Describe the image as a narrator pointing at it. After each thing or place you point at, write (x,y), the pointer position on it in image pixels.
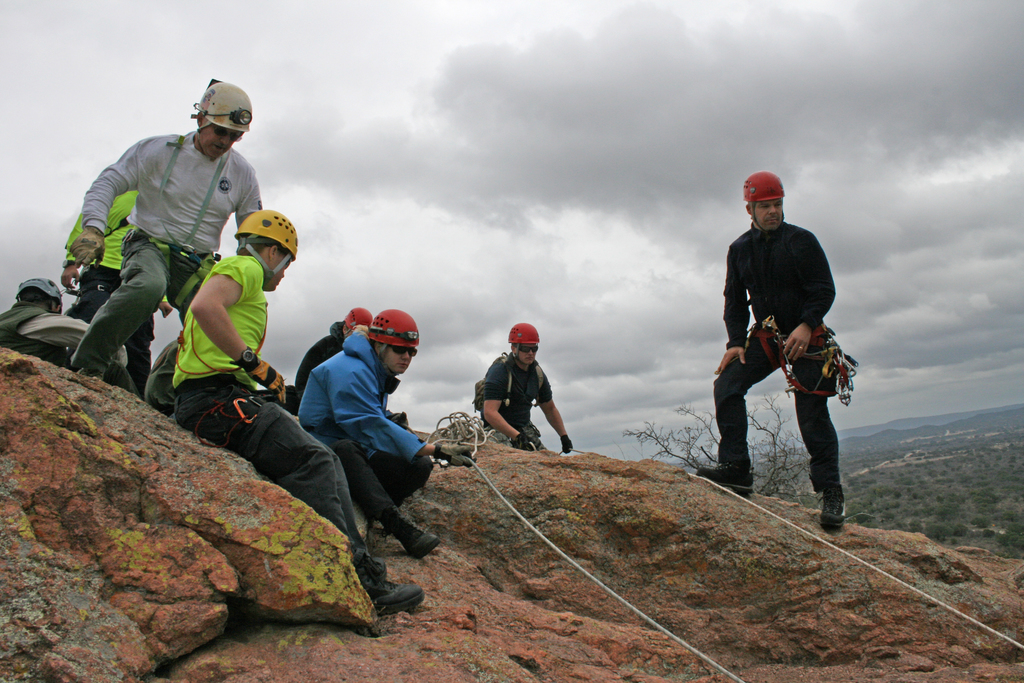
In this image I can see people (294,402), ropes (442,432), rock surface (663,518), trees (774,465) and cloudy sky (738,166). One person (326,376) is holding a rope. Near that person (415,457) there are objects (829,366).
